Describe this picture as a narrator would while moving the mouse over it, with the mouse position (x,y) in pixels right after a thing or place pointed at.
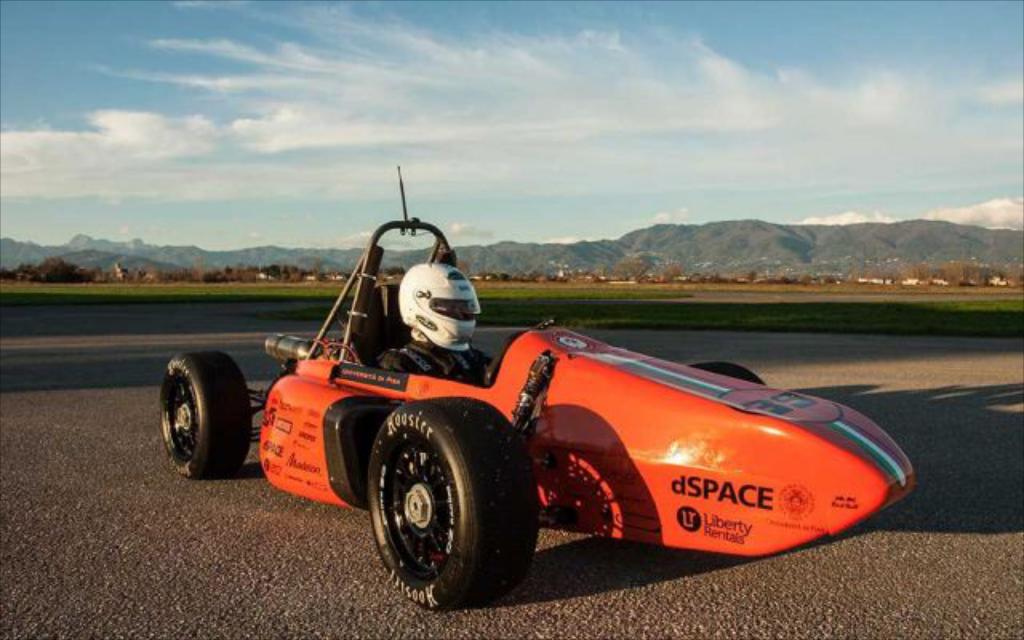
In this picture we can see a person (407,276) wore a helmet (400,305) and sitting on a vehicle (401,437) on the road (77,408) and in the background (547,291) we can see the grass (298,291), trees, mountains (146,261) and the sky (143,234) with clouds (332,105).
